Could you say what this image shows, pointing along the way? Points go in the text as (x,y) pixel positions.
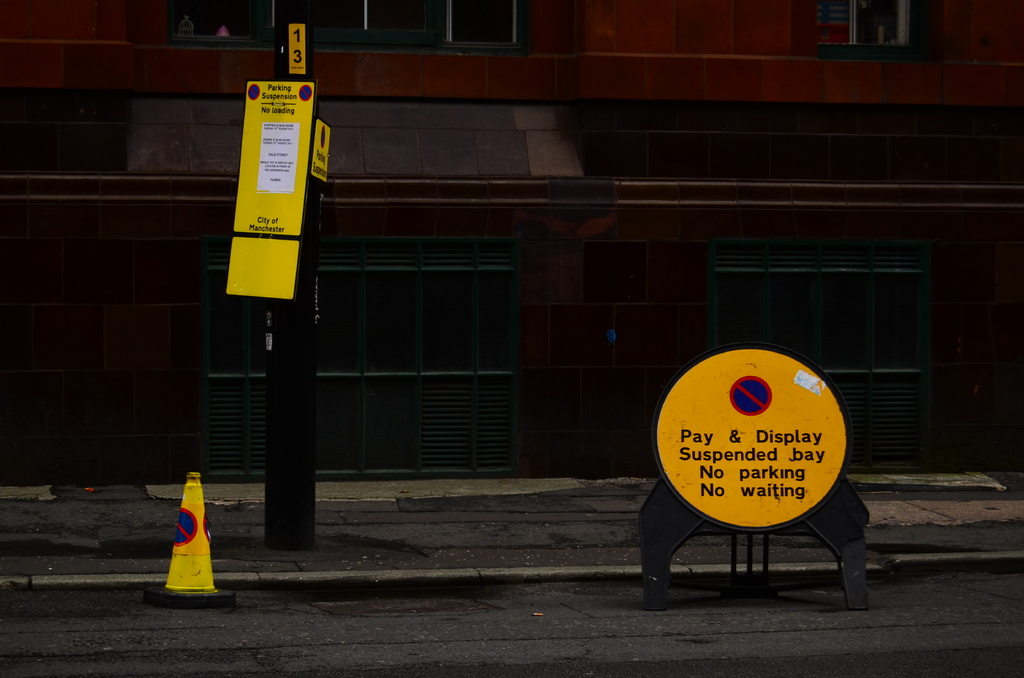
In this image, we can see name boards (315,100), poles (280,328), black color object (804,527) on the road (776,618). Here there is a traffic cone (190,576) and walkway (482,573). Background (119,372) we can see wall (107,356), glass objects (197,44).
